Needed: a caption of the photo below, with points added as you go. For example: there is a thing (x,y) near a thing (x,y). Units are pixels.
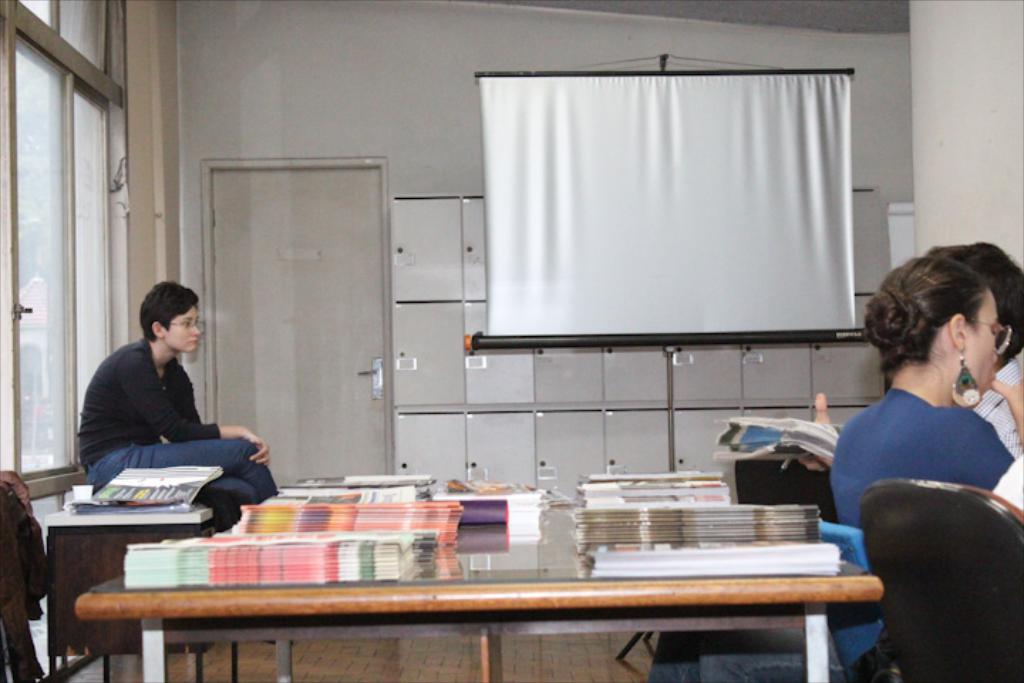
In this image I can see few people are sitting. I can also see a table (818,628) and on these tables (661,595) I can see few papers (494,522). I can also see chairs (963,578), a door (379,364) and a projector's screen (614,250).
